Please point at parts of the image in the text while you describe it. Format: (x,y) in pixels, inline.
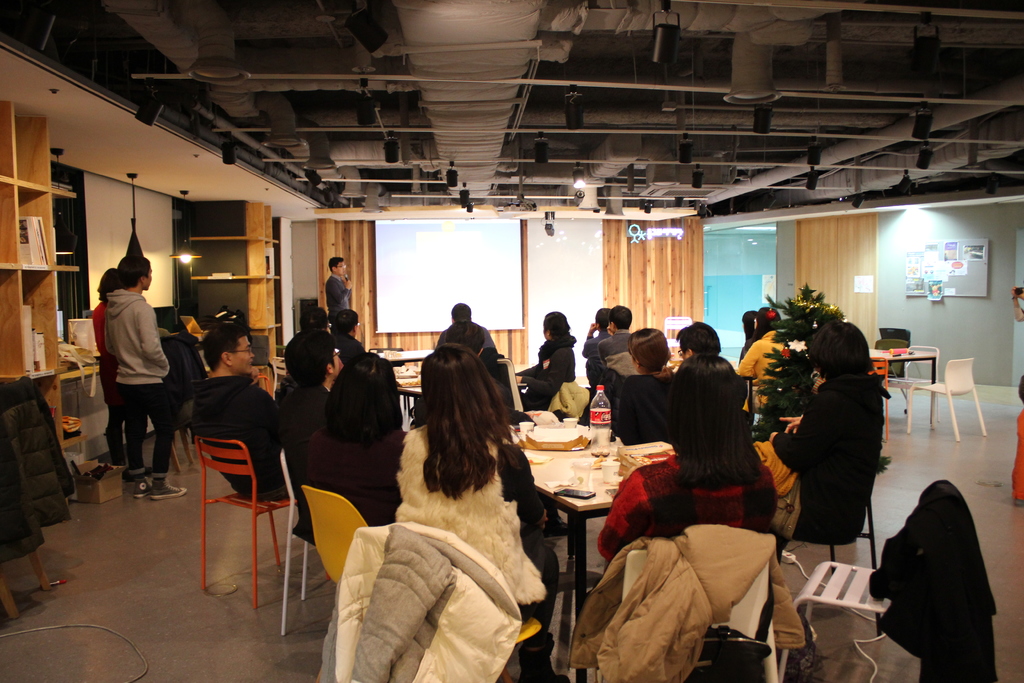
In this image I see number of people (466,520), in which most of them are sitting and few of them are standing. In the background (1018,205) I see the wall (595,289), racks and the lights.
